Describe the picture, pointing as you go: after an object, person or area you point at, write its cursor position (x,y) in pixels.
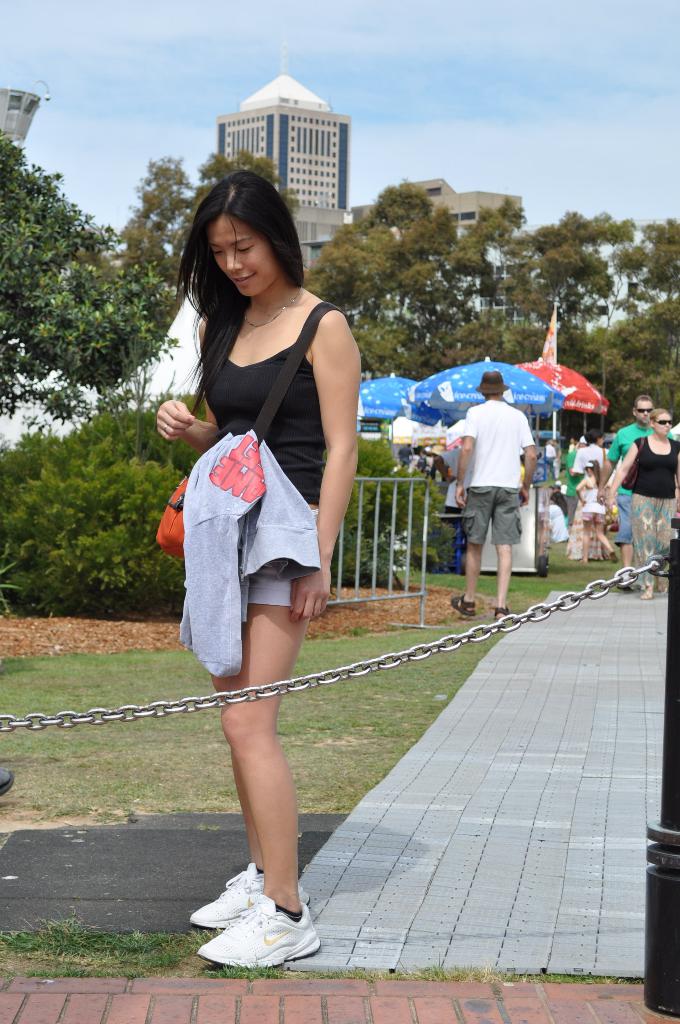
In this image I see a woman (343,484) over here and I see that she is wearing black top (296,415) and shorts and I see that she is carrying a bag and I see the chain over here and I see the path (488,766). In the background (635,377) I see the grass (149,947), few people (643,543), trees (658,391), building (629,237) and the clear sky (349,68).
